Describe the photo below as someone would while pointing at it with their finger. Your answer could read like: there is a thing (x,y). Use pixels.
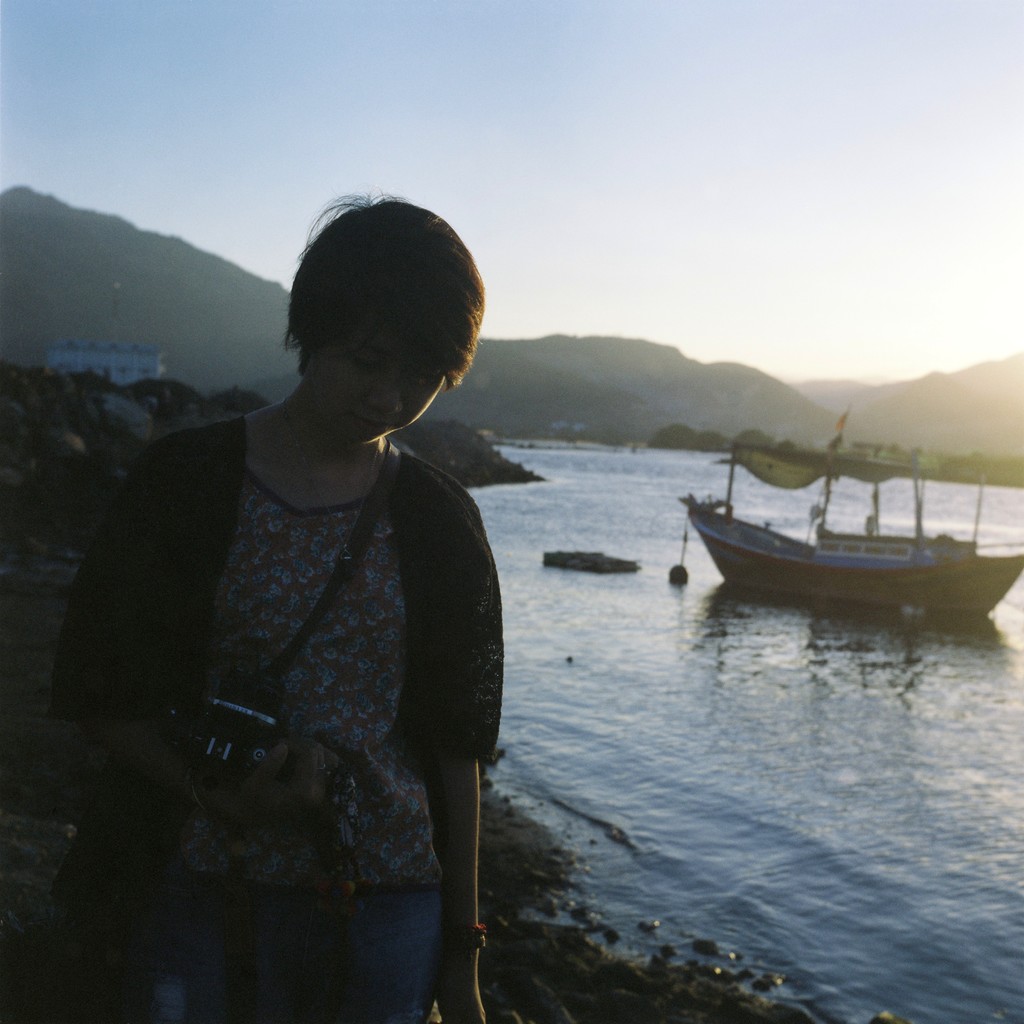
In this image, on the left side (202,886), we can see a woman (502,664) standing and holding a camera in her hand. On the right side (821,525), we can see a boat (872,523) which is floating in the water (964,521). In the background (93,482), we can see some rocks (18,419), buildings (58,358), mountains (261,340). At the top (811,185), we can see a sky (808,204), at the bottom (883,858), we can see a water (851,735) in a lake (881,788) and some stones (686,971).
